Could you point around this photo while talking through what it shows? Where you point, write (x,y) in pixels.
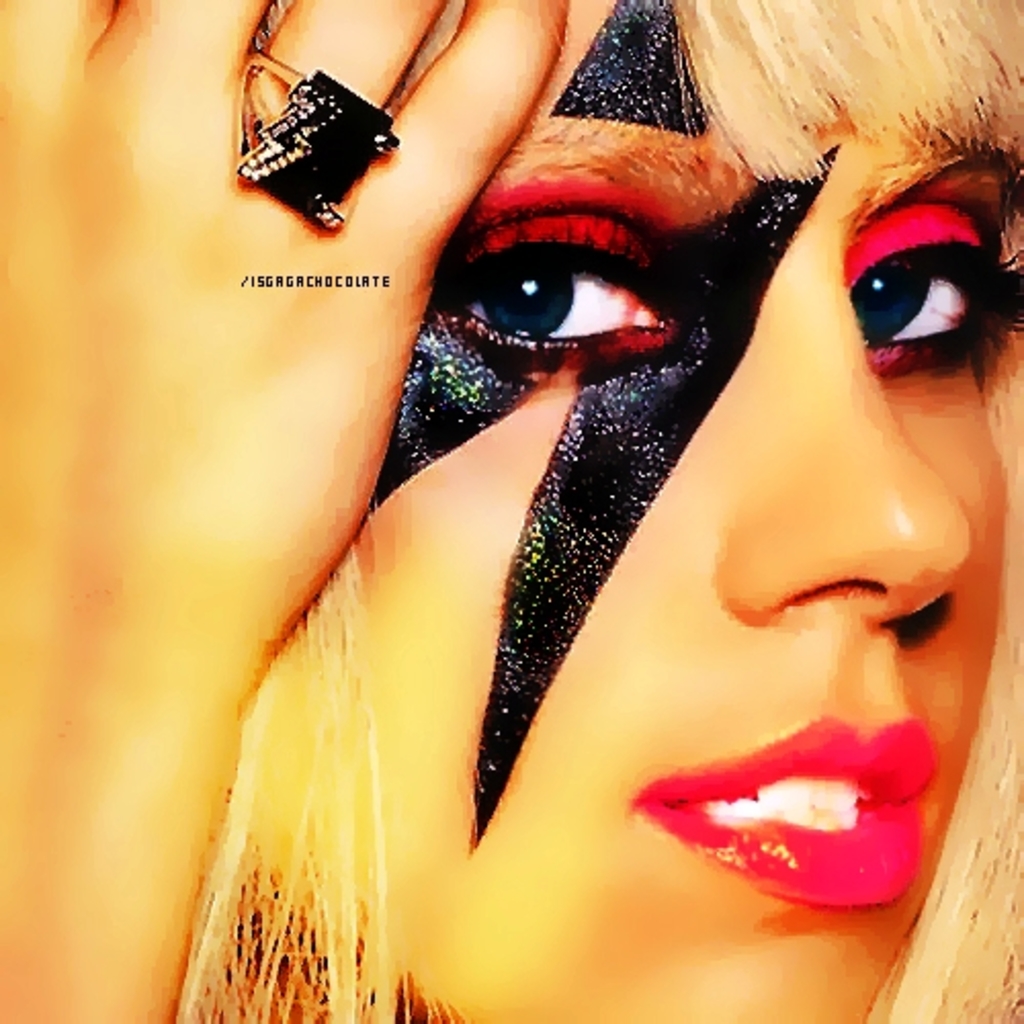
This is an edited image in this image there is one woman (531,536) who is wearing face paint (499,369).
